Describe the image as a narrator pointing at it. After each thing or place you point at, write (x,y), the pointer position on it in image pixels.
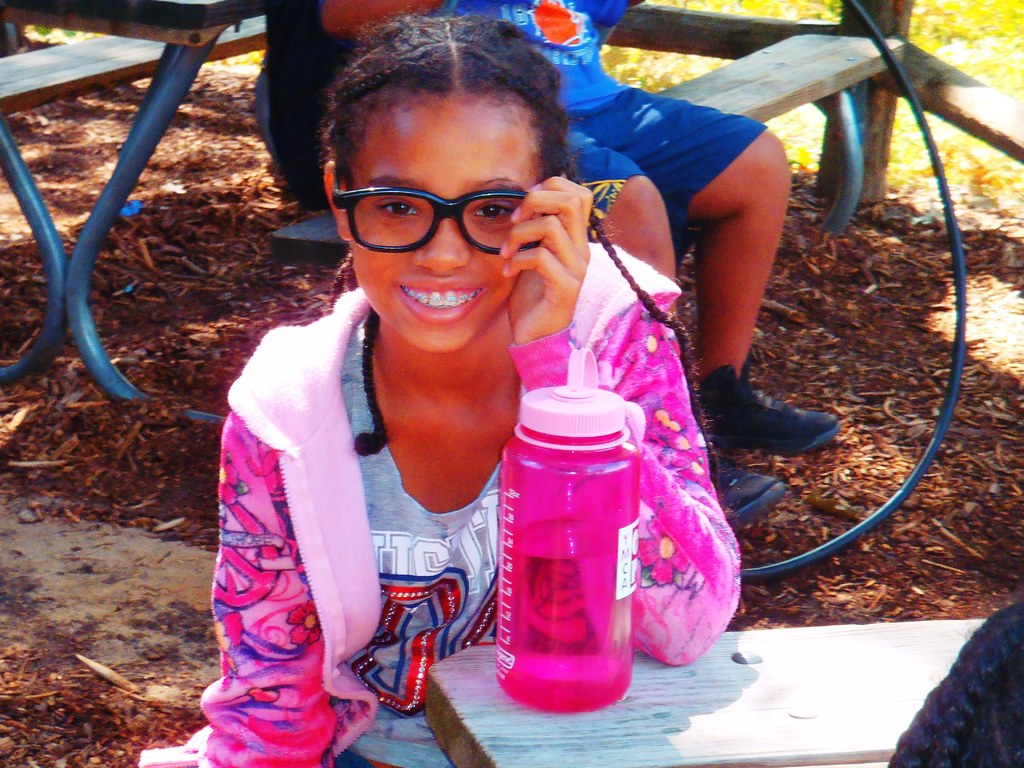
In this image there is a girl (370,309) sitting and smiling. At the back (557,36) there is an other person (615,139) sitting on the bench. There is a bottle (571,664) on the table (799,664). At the bottom (89,687) there are leaves (88,694).
